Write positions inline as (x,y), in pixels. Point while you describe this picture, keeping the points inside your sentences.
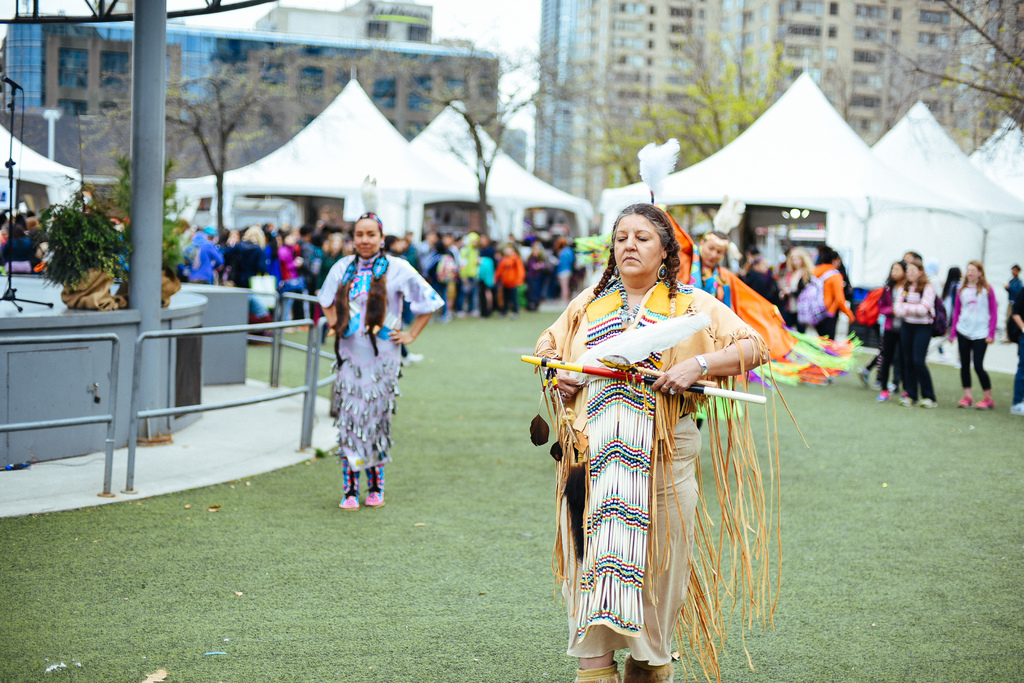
In the center of the image (607,439) we can see some persons (606,313) wearing costume (704,344) and holding an object (632,369). In the background of the image (996,297) we can see tents (583,219), group of people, buildings (654,2), trees (618,147). On the left side of the image (148,410) we can see barricades (148,410), poles (157,83), plants (89,242). At the top of the image (465,27) we can see the sky (521,109). At the bottom of the image (488,628) we can see the ground (462,613).
